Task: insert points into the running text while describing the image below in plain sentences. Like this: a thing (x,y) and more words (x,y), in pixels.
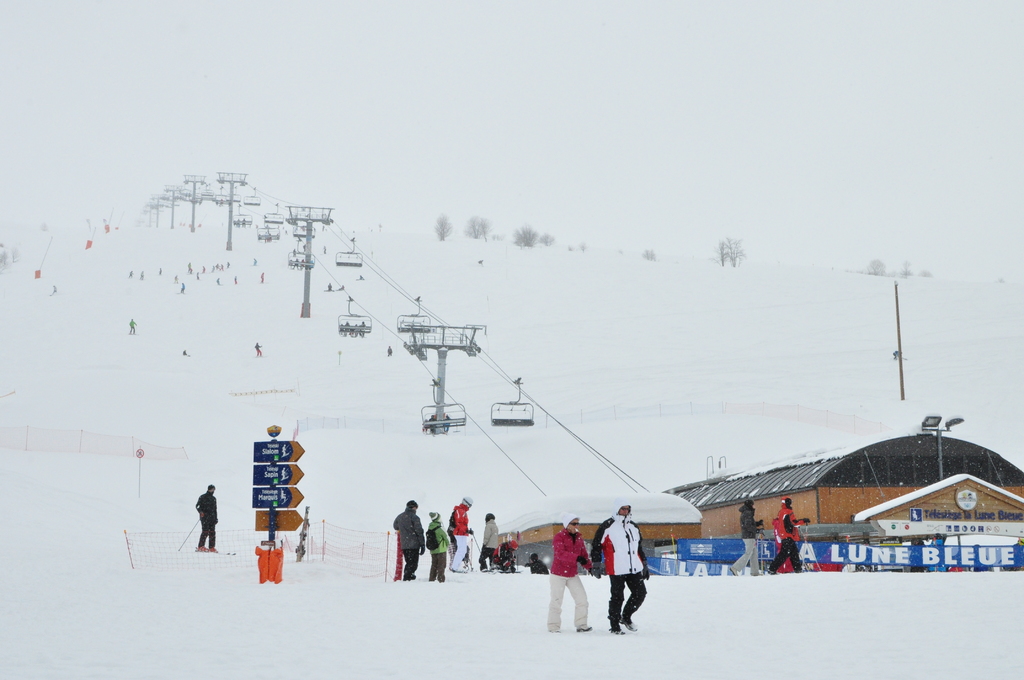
Here we can see few persons (578,614), mesh (378,541), boards (919,509), banners (860,552), snow (69,451), poles (267,547), and a shed (919,484). There are cable cars (353,265) and trees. In the background (668,142) there is sky (708,119).
